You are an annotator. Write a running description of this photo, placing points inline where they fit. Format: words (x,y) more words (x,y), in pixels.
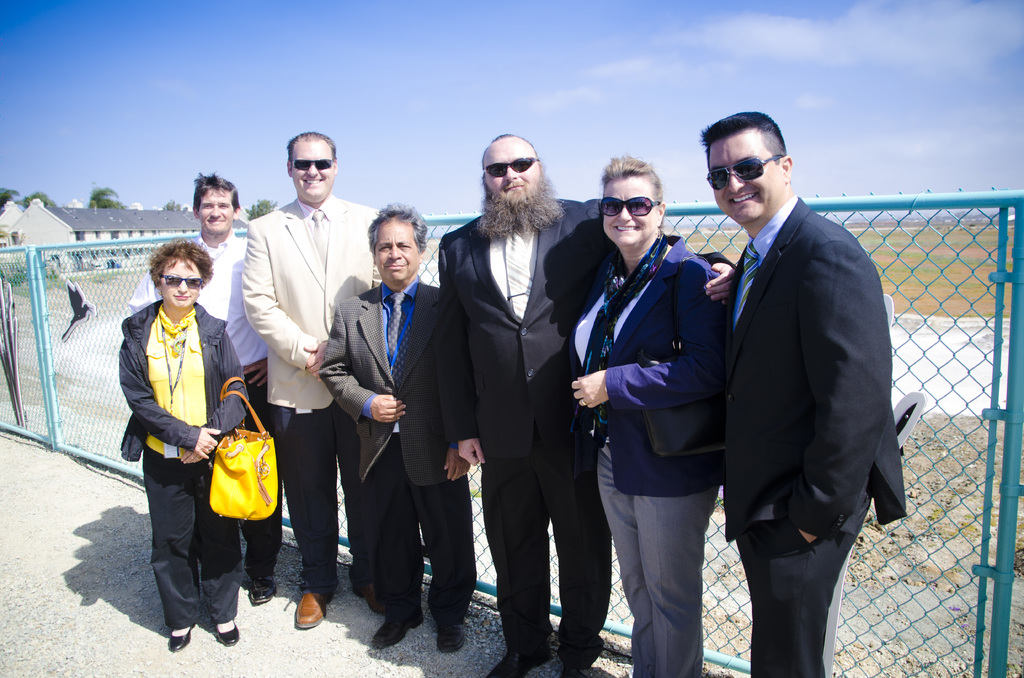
In this image I can see few people (530,330) are standing and wearing different color dresses (458,374). One person (214,374) is holding a bag (219,491). Back I can see the net fencing (57,313), trees (96,194) and houses (93,212). The sky (621,68) is in blue and white color.
